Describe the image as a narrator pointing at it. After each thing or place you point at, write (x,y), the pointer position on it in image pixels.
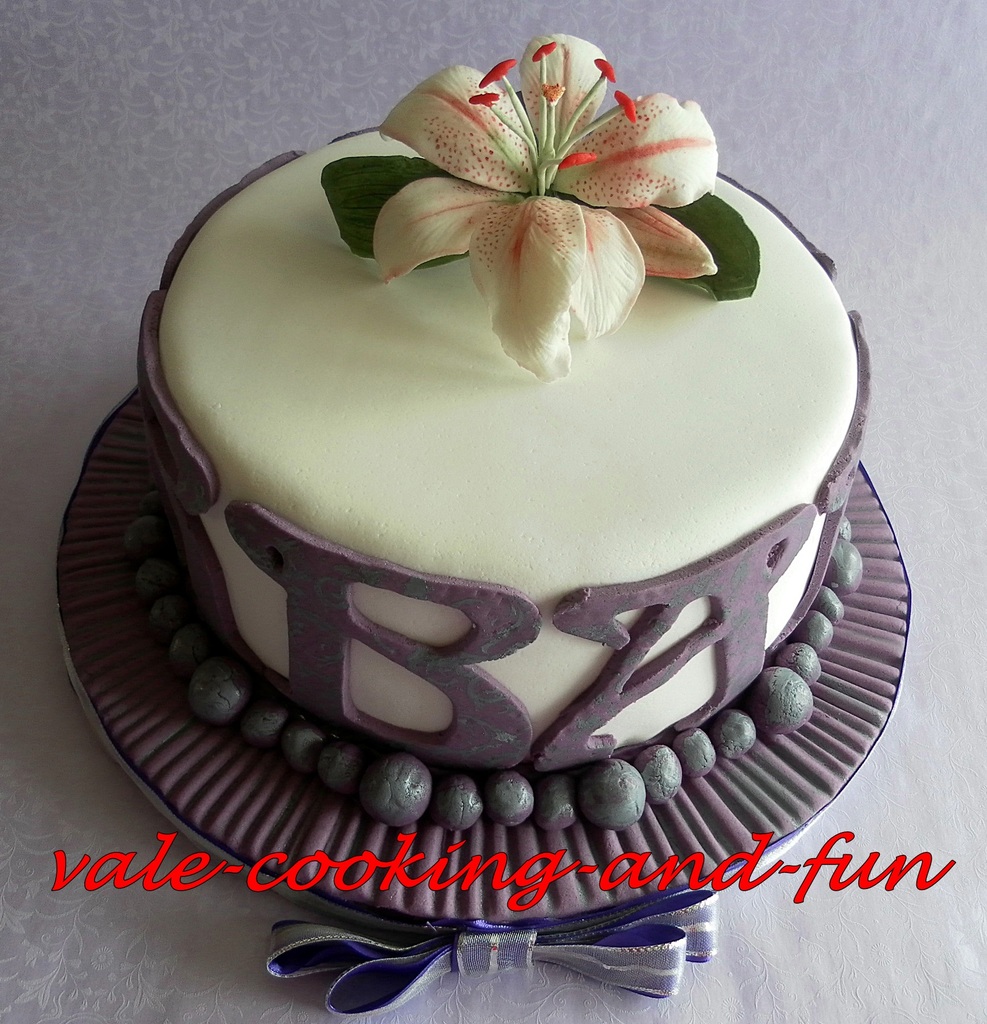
In this picture we can see the white cake (427,643) in the center (643,507) on the image.
